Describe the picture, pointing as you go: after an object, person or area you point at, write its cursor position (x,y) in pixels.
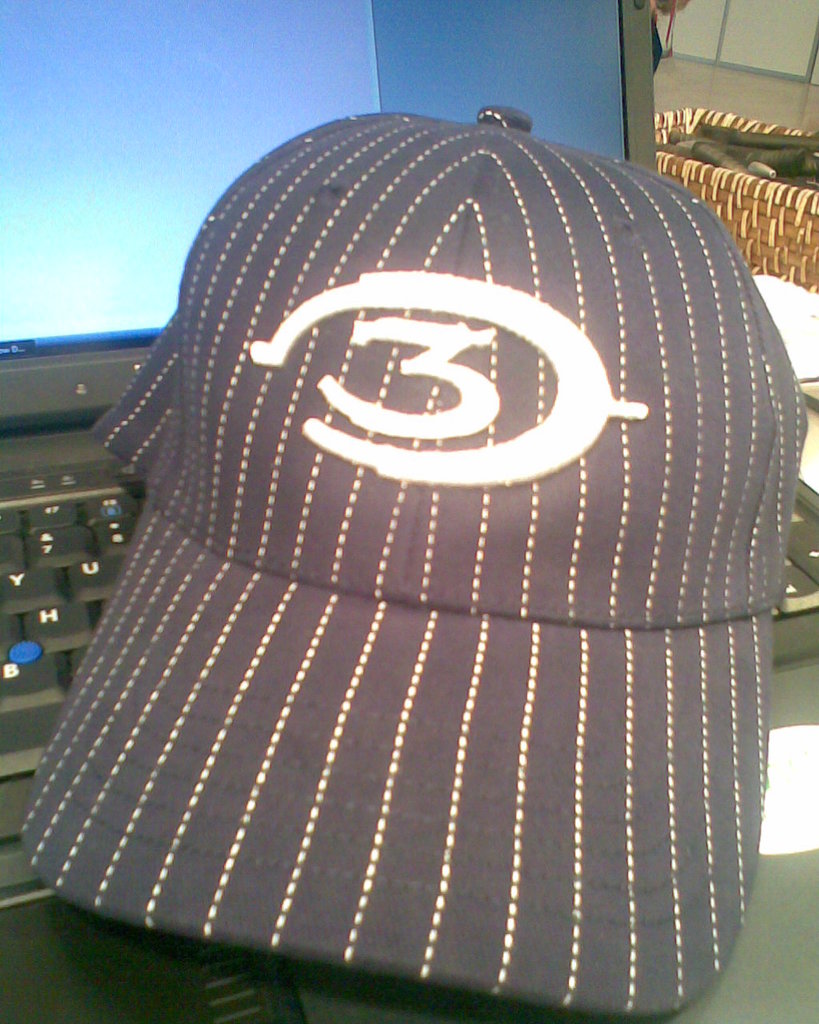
In this image in the front (352,625) there is a cap (389,547) with some number (418,434) which is on the laptop (154,312). In the background (753,194) there is a basket (760,218) and on the basket (777,197) there is an object (769,160) which is black in colour and there is a wall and on the top of the wall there is glass (707,46) and behind the laptop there are objects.
